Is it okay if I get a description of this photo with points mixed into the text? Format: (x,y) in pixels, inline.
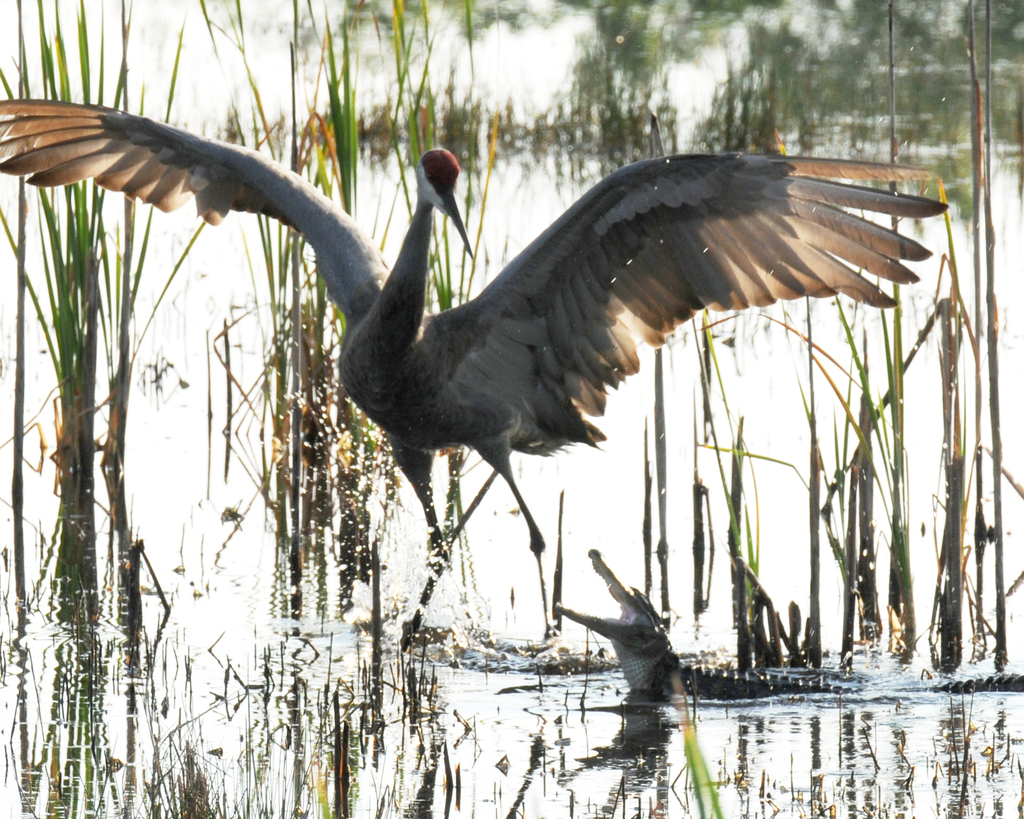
In this image I can see a crocodile (638,677) in the water (490,690). I can see the grass (664,468). I can see a crane (475,333).
